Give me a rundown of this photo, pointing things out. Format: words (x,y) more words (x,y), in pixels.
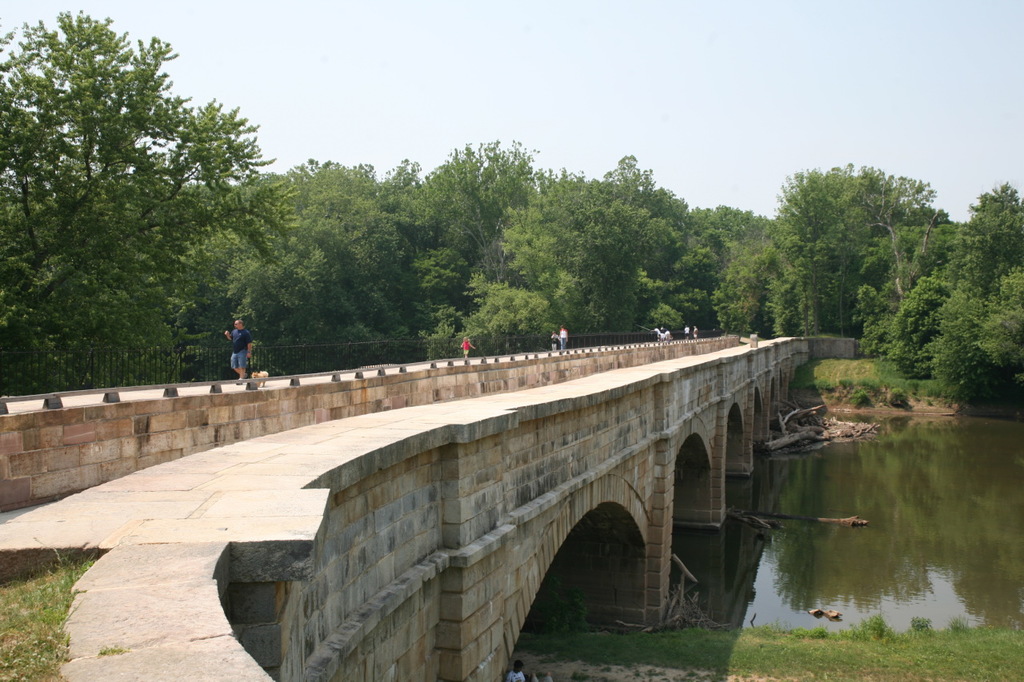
In this image, we can see a bridge (636,515), pillars (640,573). Here few people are there on the walkway (85,398). Right side of the image (800,499), we can see water (885,583), grass (825,641) and plants (987,346). Background (29,382) we can see trees (1001,328), railings (45,361) and sky (507,96).
